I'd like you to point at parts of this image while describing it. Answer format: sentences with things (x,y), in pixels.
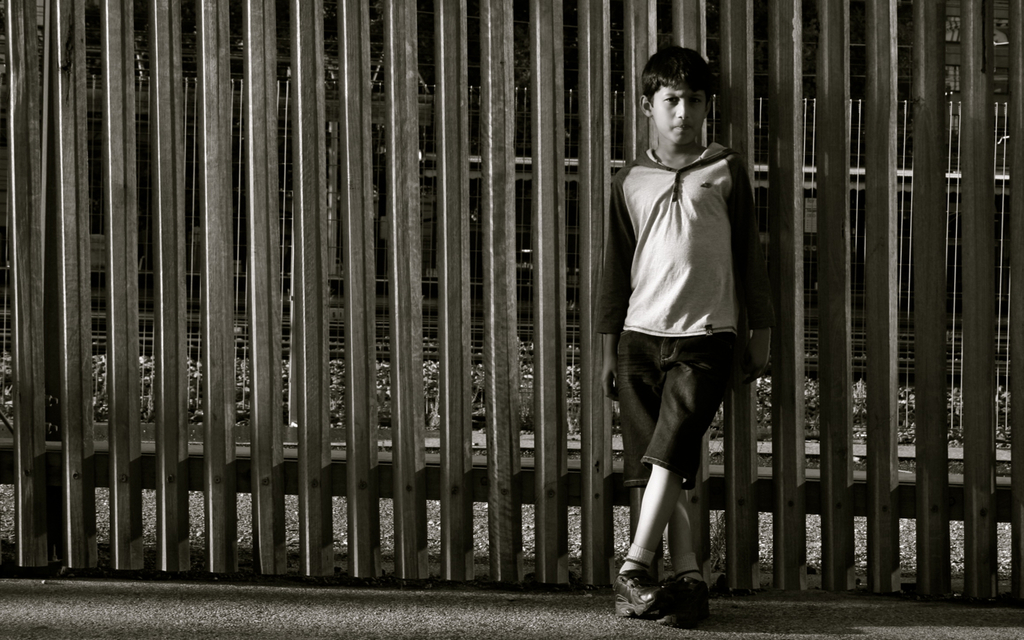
In the image there is a boy (722,300) with jacket (690,320) and short (677,376) is standing. Behind him there is a fencing (545,89).
